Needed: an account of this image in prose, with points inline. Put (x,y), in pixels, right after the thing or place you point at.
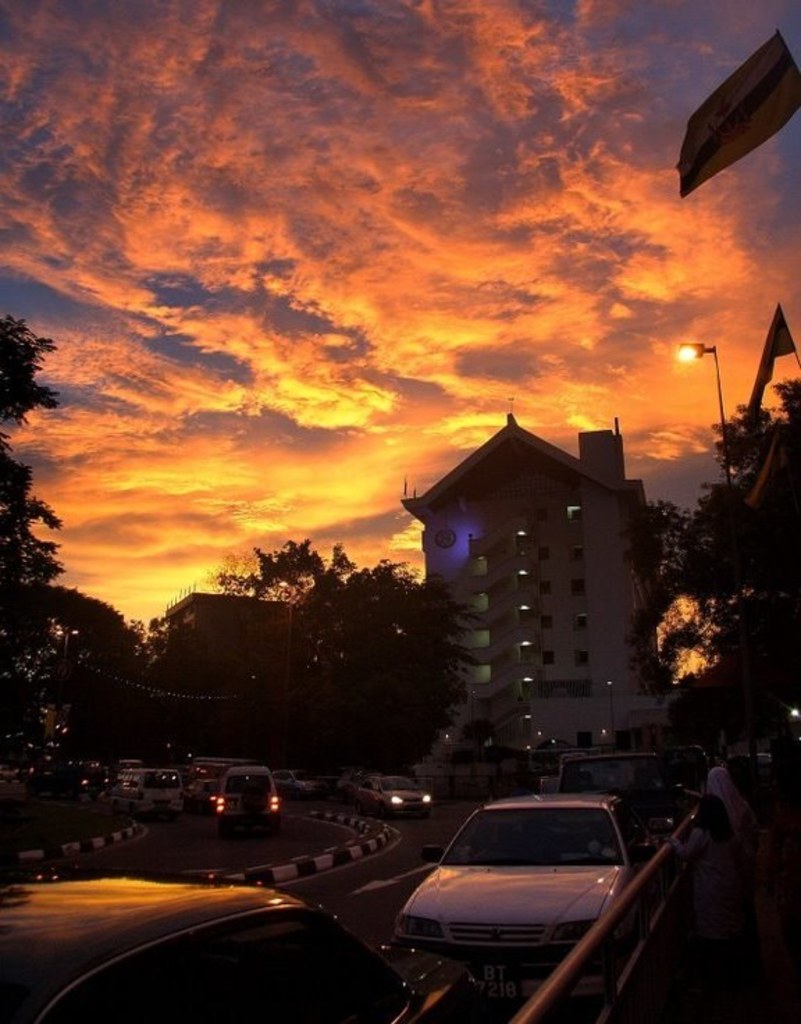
In this picture I can see few vehicles (542,911) on the road (400,866), in the middle (399,621) there are trees (799,617), buildings (512,643) and I can see the flags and a light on the right side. In the bottom right hand side (730,835) I can see the two persons (735,821), at the top (457,228) there is the sky (473,189).
